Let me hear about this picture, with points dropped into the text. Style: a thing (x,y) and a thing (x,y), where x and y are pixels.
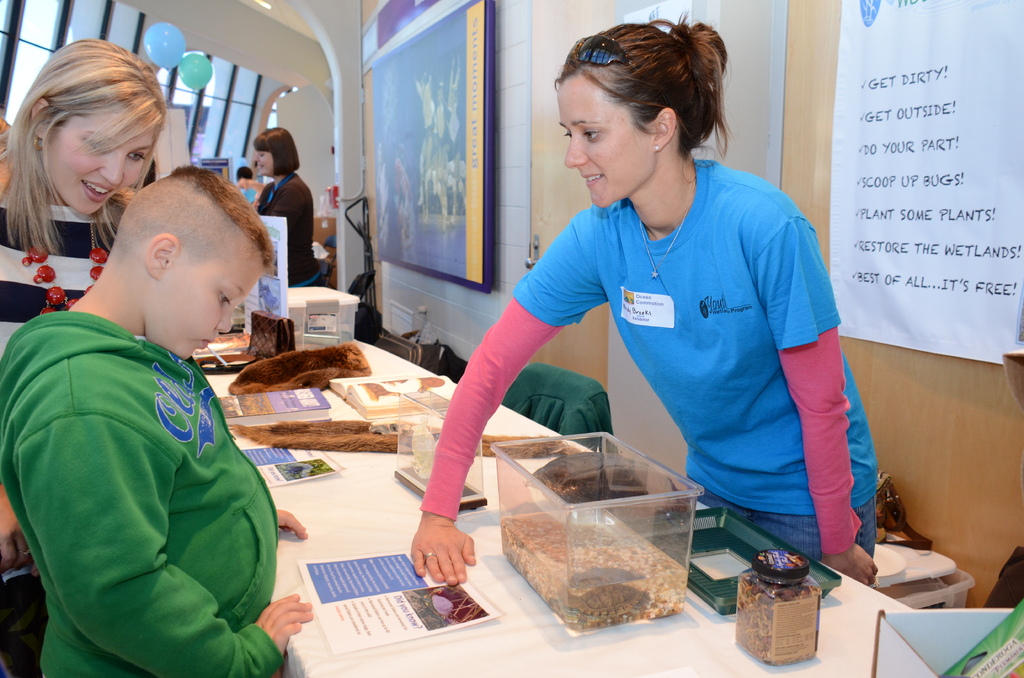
In this image there are people (678,406) standing in the middle (359,341) there is a table (371,646), on that table (445,643) there are papers (355,603) and boxes (535,583), in the background (705,16) there is a wall (796,54) for that wall (963,390) there are posters (456,88).
